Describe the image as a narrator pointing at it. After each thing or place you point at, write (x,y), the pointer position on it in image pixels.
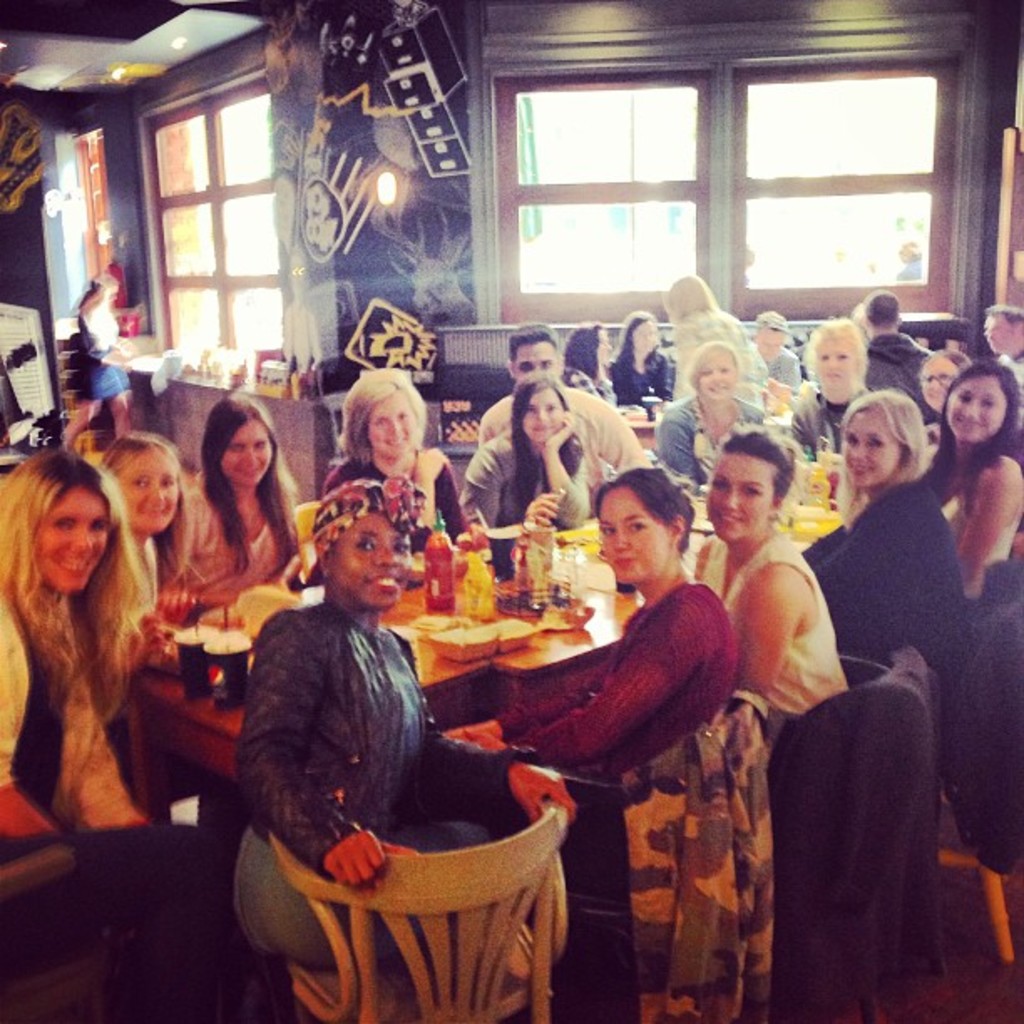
In the image the group of people (721,561) were sitting in front of the table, and they were smiling which we can see on their faces (864,458). Coming to background (271,200) we can see the window (602,162).
